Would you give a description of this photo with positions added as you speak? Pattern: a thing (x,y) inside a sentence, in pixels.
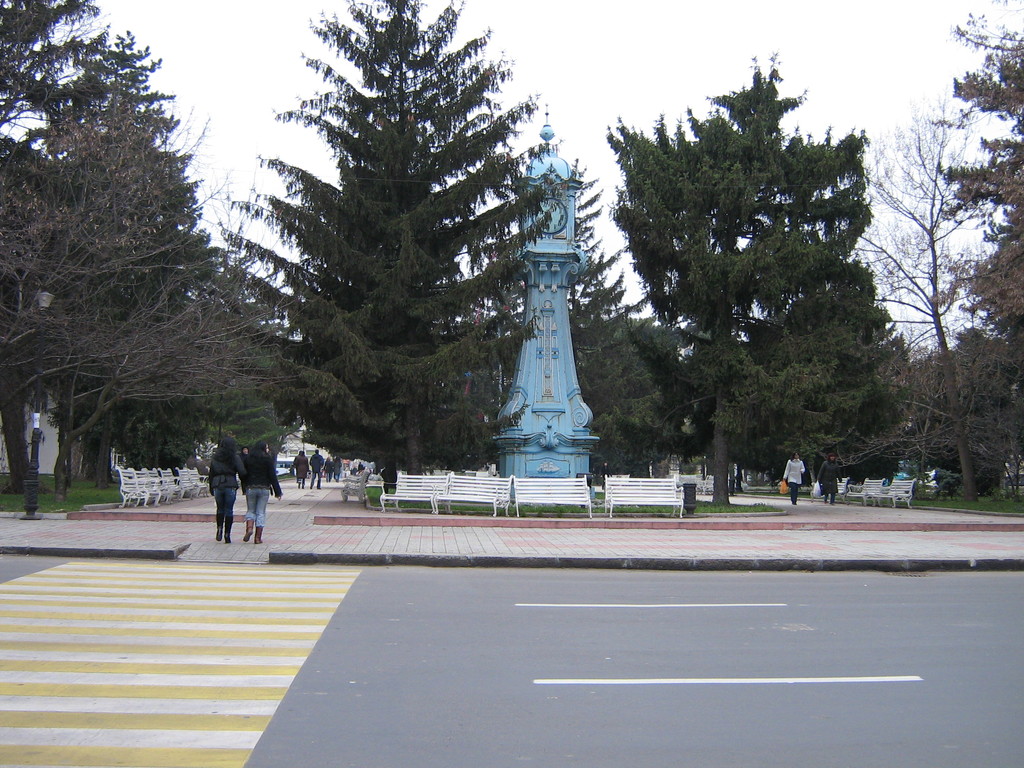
In this picture I can see group of people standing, there are plants (167,448), benches (415,482), trees (426,414), there is a clock tower (523,354), and in the background (797,35) there is sky (671,2).
